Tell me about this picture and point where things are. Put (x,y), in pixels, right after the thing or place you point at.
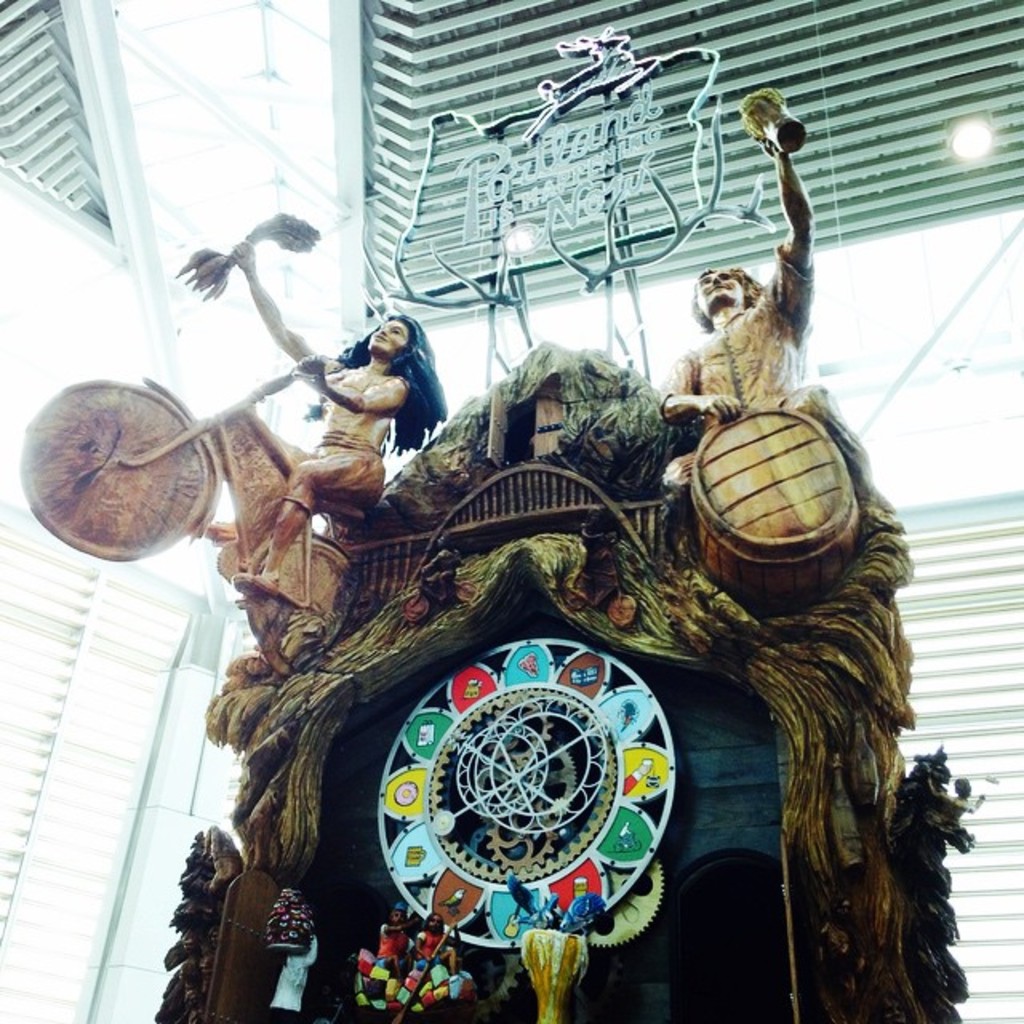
In this picture I can see some statues (278,446) on a object (596,730). In the background (924,134) I can see lights (979,155) and wall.
